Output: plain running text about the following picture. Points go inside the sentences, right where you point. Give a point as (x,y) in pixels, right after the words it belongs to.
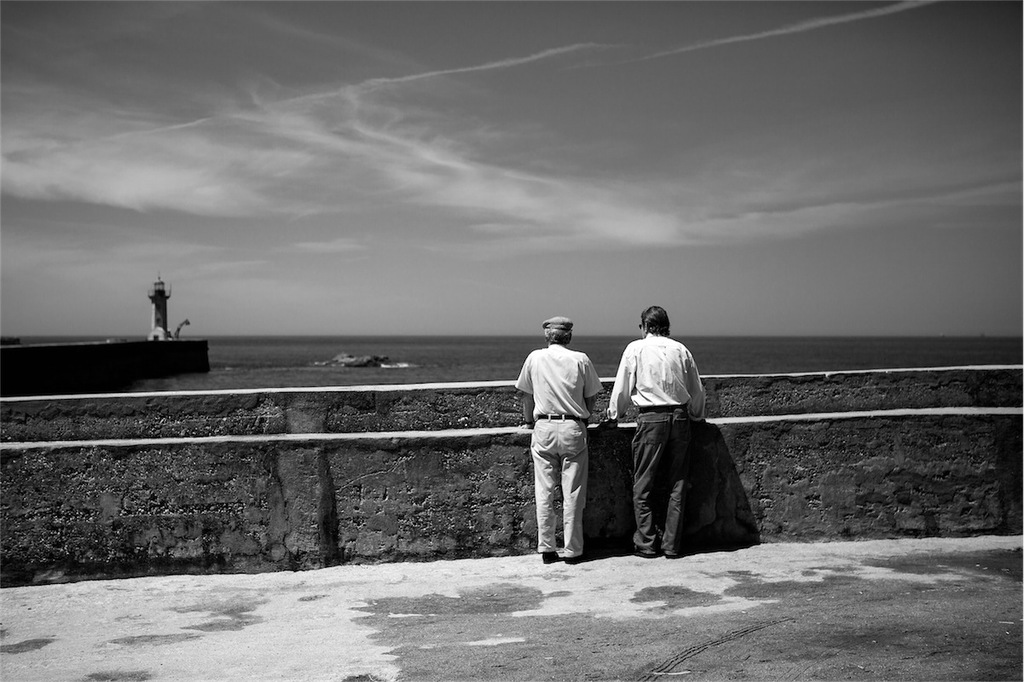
In front of the image there are two people (571,402) standing, in front of them there is a concrete fence (475,414), behind the fence (458,407) there is water (368,369). On the left side of the image (150,342) there is a light house (159,329). In the water (202,374) there is a rock (354,361). At the top of the image (450,111) there are clouds (472,164) in the sky (472,164).
